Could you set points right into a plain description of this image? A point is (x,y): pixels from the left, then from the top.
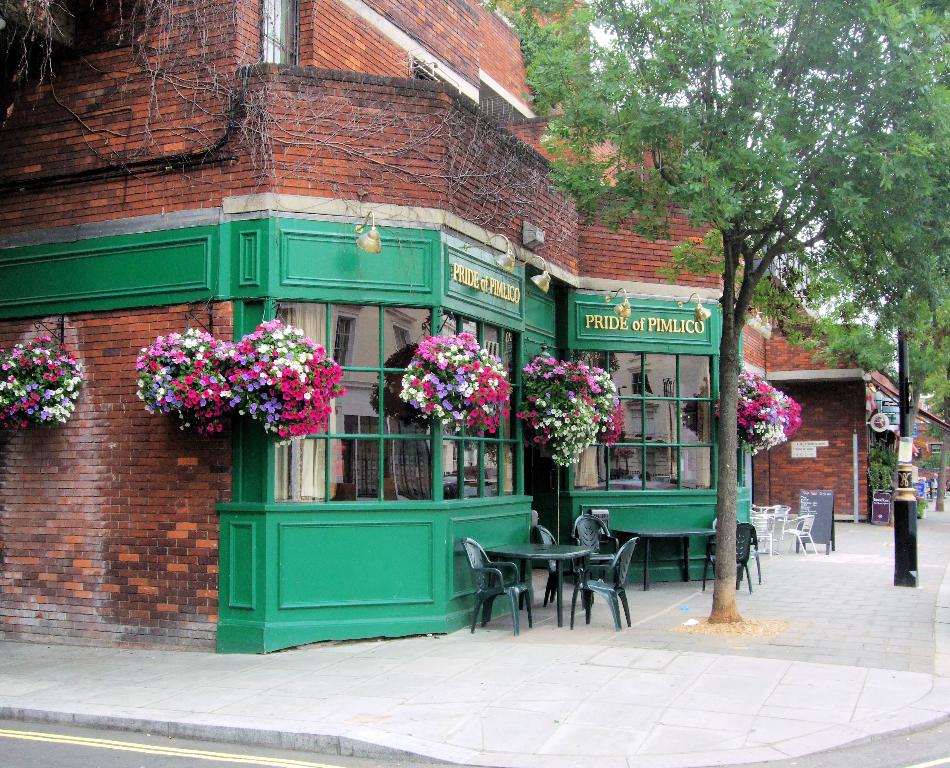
In this image we can see a building (177,472). There is some text (463,282) on it. There are flower pots (484,397). There are trees (721,588), chairs (614,577), tables (527,571). At the bottom of the image (862,759) there is road (945,756). There is pavement (457,736).
